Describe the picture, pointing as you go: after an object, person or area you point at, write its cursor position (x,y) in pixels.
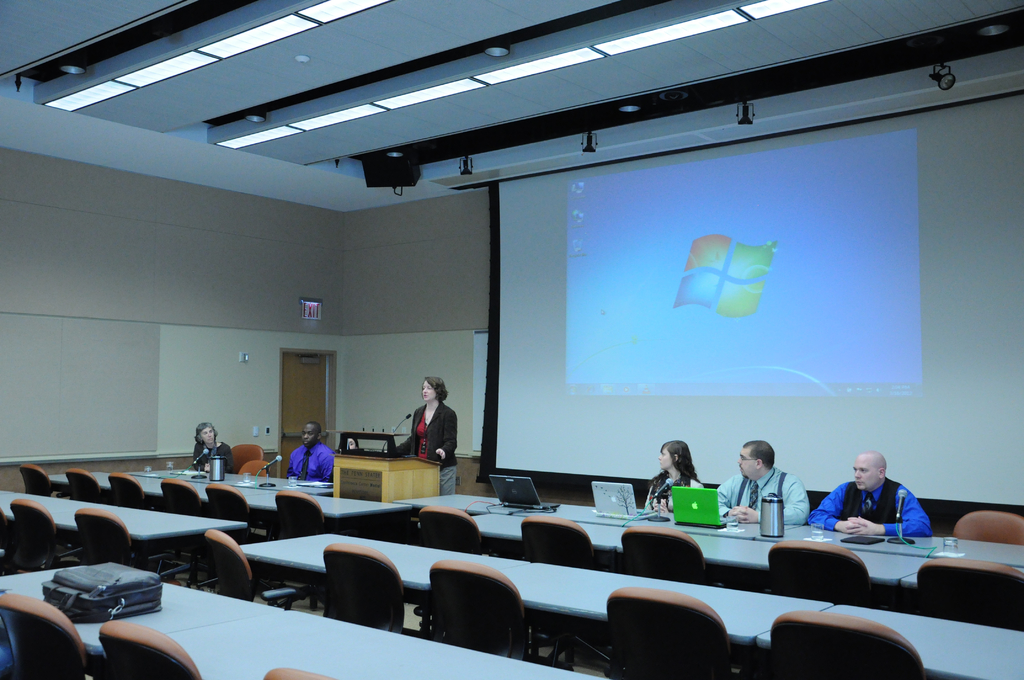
In this image there are group of persons (291,457) sitting and there is a woman (438,454) standing and giving speech. In front of the woman (420,421) there is a podium (409,470) and on the podium (401,466) there is a mic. In the front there are empty chairs (254,472) and on the table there are laptops (702,501). In the background (699,301) there is a screen (592,327) and on the table (165,604) in the front (166,603) there is a bag (154,598).
